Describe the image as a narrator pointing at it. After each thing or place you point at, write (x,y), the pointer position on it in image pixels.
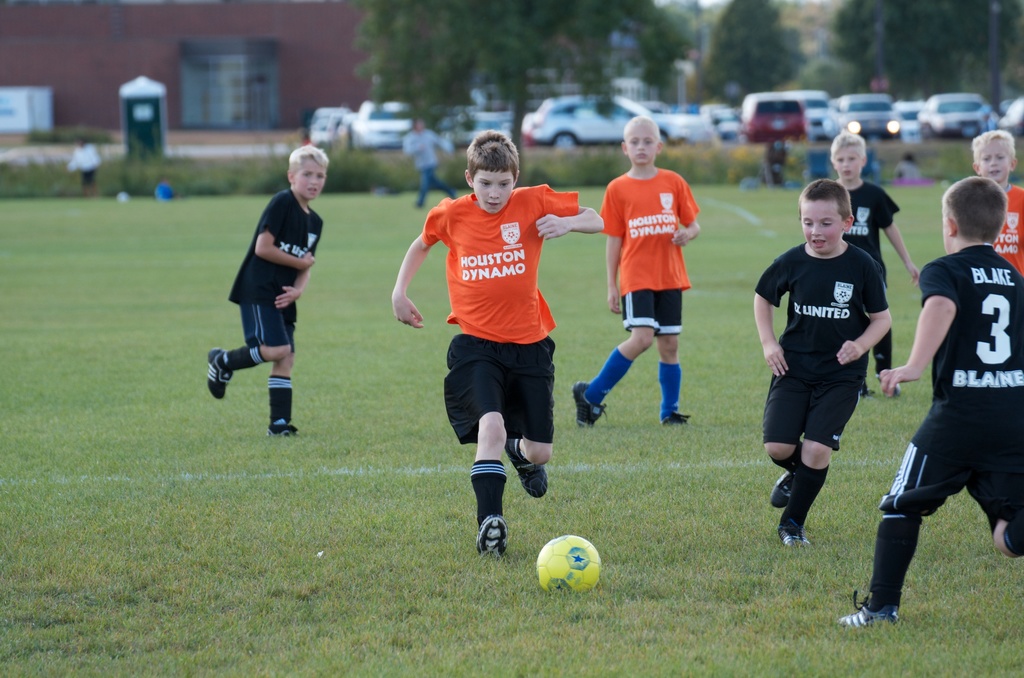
In this image we can see there are so many people (809,481) playing football in the ground (401,573), behind that there are cars (793,129) parked in the road (200,155), also there are trees (717,27) and buildings (55,20) behind the road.
